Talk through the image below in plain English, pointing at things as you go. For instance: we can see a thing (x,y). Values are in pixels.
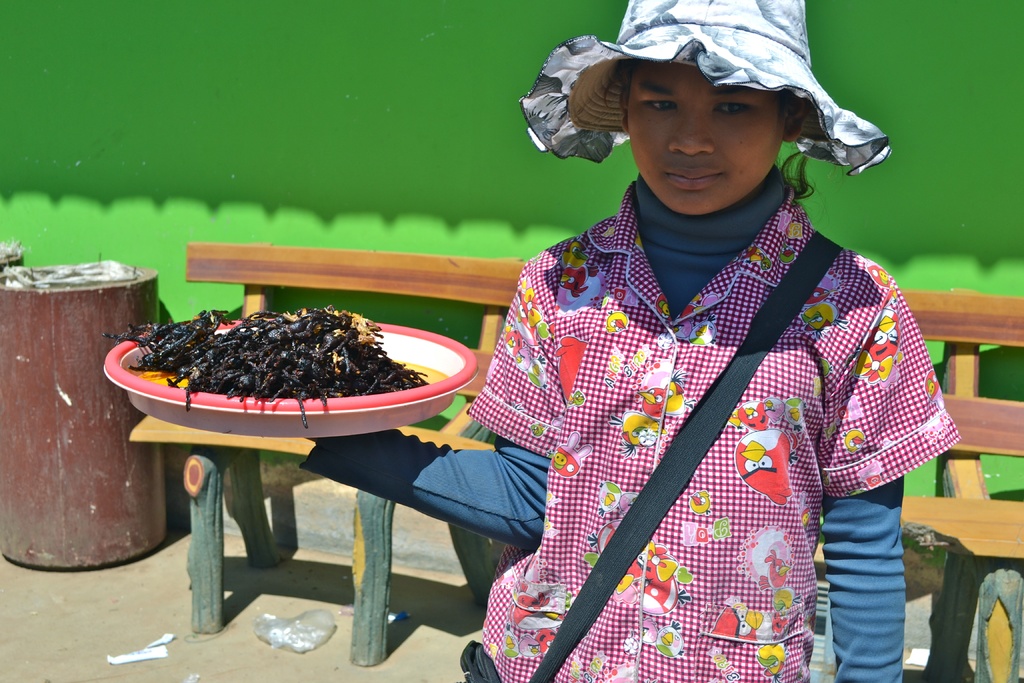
In this picture we can see a cap (743,42), bag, bench (220,528), plastic cover (314,614) and a person (552,349) holding a plate (424,346) with food items (357,316) on it and some objects (46,301) and in the background (451,320) we can see the green wall (285,96).
